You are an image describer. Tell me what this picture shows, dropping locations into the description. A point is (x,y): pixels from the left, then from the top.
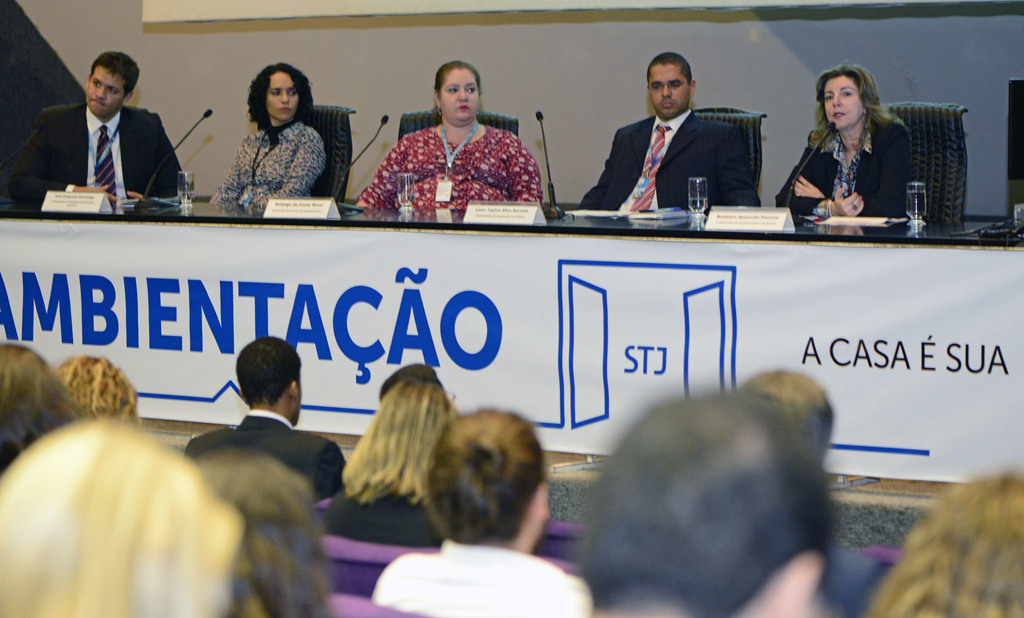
There are many people (277,128) sitting on chairs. In front of them there is a platform (370,222). On that there are mics (553,217), glasses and name boards (336,210). Also there is a banner (539,289). In front of them there are many people (402,526) sitting. In the back (468,54) there is a wall (479,59).
